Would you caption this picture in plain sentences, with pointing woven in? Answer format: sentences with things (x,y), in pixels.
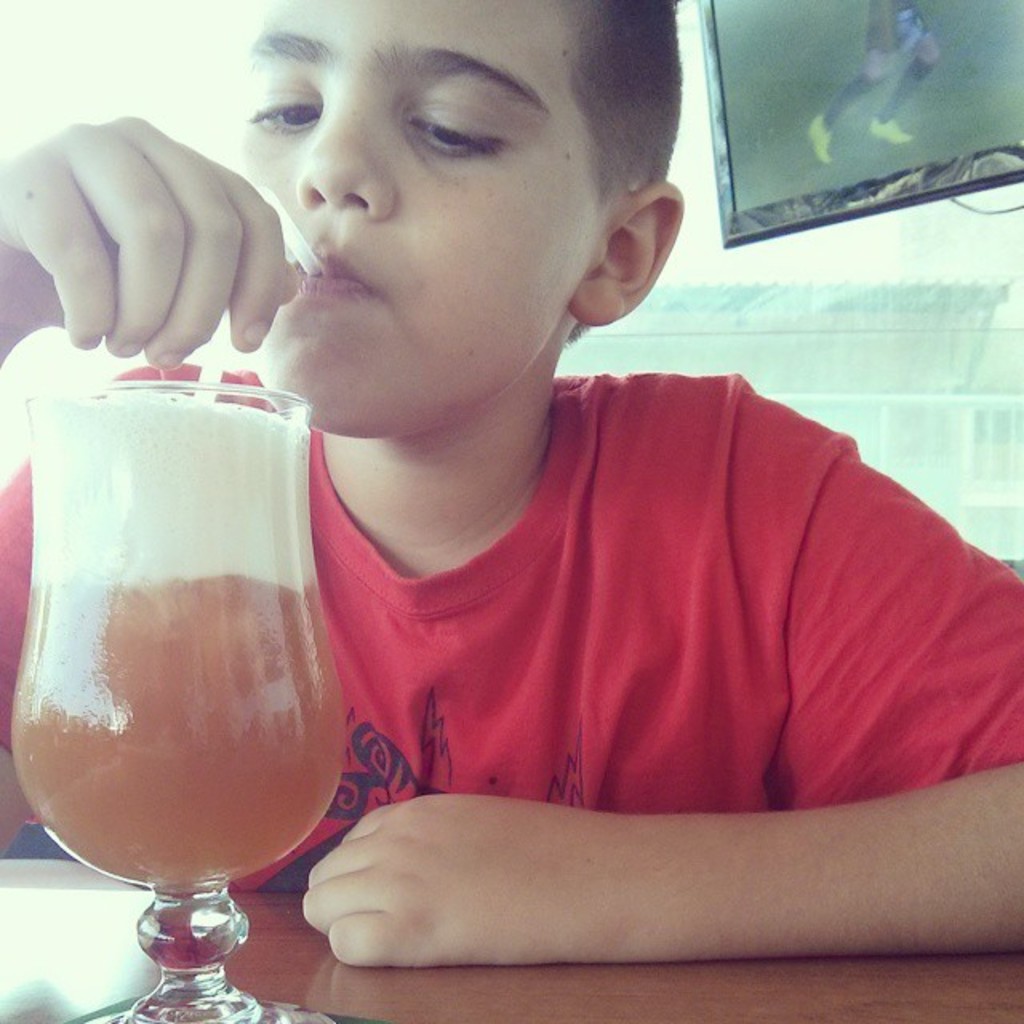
In this image we can see a boy (502,517) is drinking juice (239,629) with the help of straw (309,259) and he is wearing red color t-shirt (756,658). background of the image (892,126) TV screen (856,113) is present.
